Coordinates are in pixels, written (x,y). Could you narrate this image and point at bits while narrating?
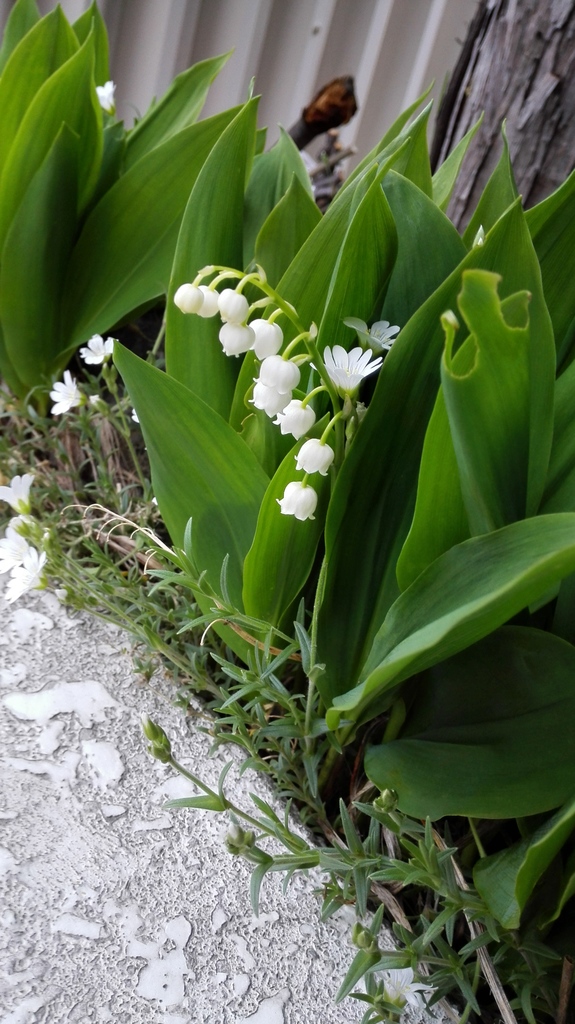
In this picture I can observe white color flowers (266,353) in the middle of the picture (231,343). I can observe plants (239,566) in this picture. On the left side (11,582) I can observe flower petals (7,560) on the land (62,772).
